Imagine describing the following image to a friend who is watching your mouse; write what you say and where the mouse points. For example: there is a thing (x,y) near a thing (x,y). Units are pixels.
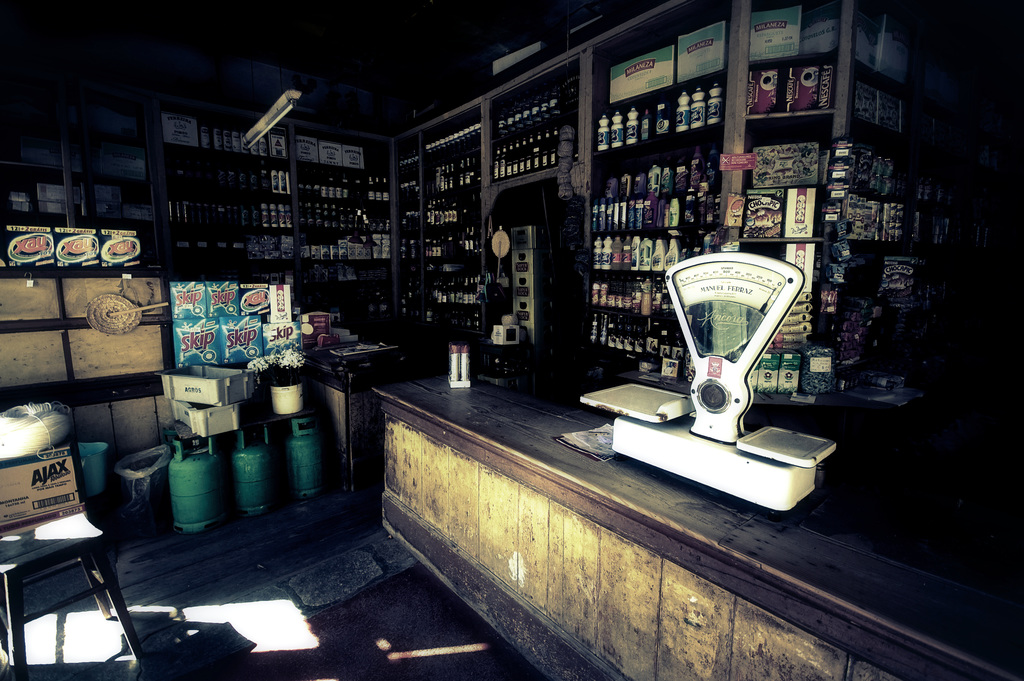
The picture is clicked inside a shop (472,317). There are many bottles (668,259) in the shelves (85,216). On the table (519,395) there is a weighing machine (664,398). Here there are many cartons (254,350), cylinders (209,493). In left (20,548) there is a stool (24,534).
